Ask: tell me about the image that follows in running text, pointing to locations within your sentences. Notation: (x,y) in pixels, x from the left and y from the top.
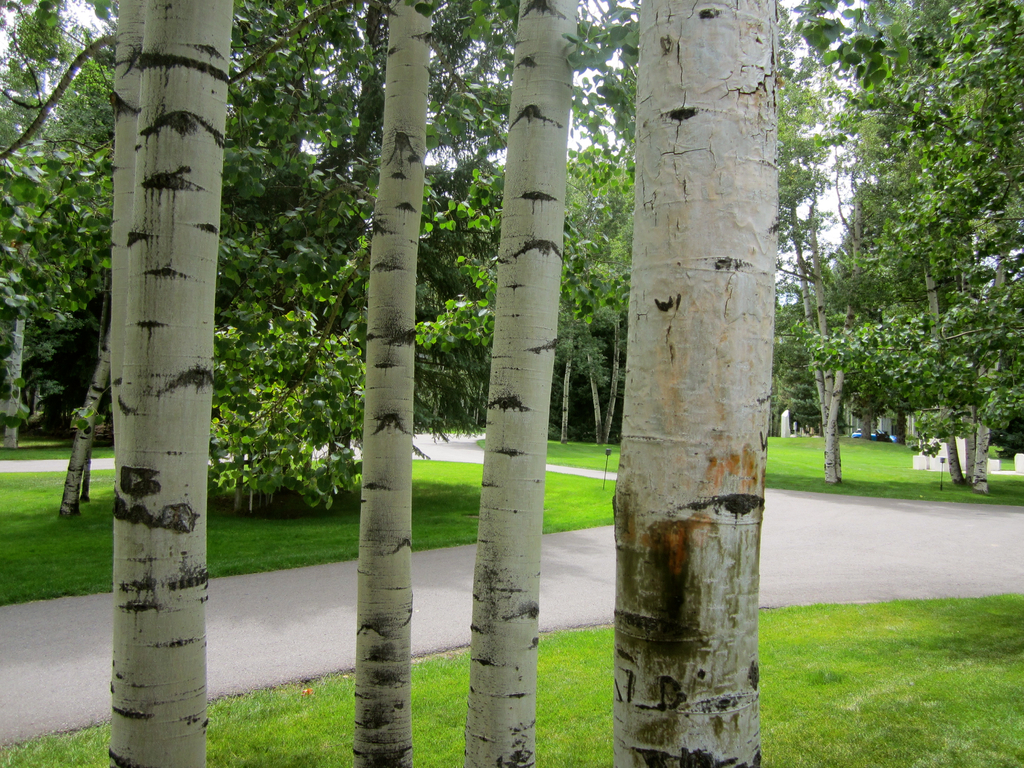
In front of the picture, we see the stem (532,526) of the tree (532,526). At the bottom of the picture (848,690), we see the grass (860,662) and beside that, we see the road (319,601). There are trees (445,396) in the background (425,289). We see a blue color car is parked. This picture might be clicked in the park (494,703) or in the garden (559,754).
